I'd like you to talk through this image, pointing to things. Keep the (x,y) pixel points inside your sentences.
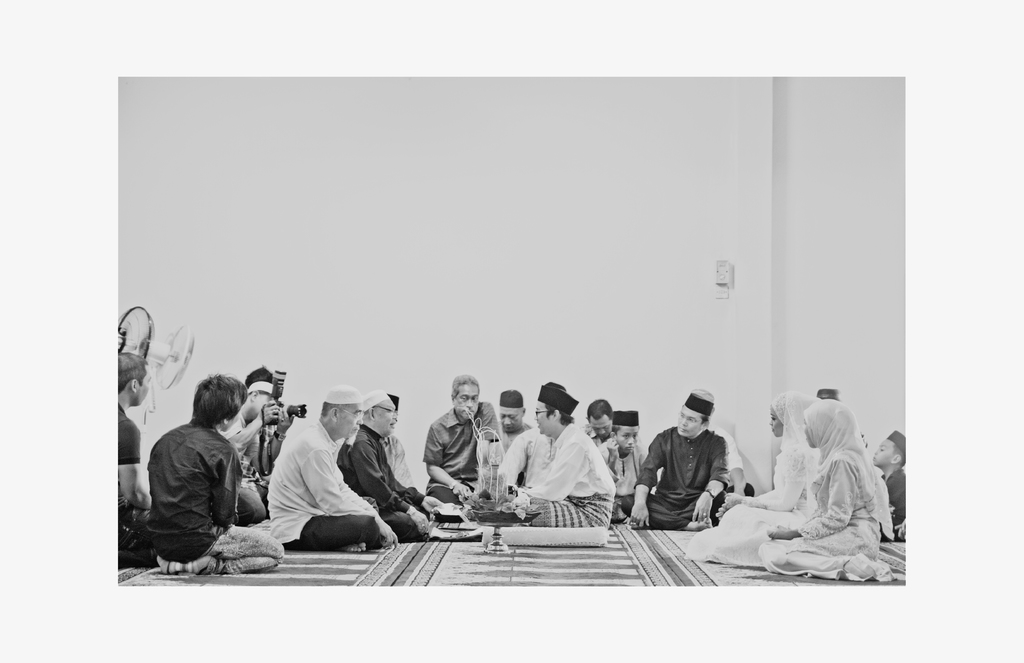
This image is a black and white image. This image is an edited image. In the background (627,270) there is a wall (708,260) and there is a table fan (180,351). In the middle of the image (467,386) a few people (361,449) are sitting on the floor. There is an object (498,481) on the floor (493,573) and a person (265,442) is holding a camera (280,407) in his hands (274,420) and clicking pictures. At the bottom of the image (389,573) there is a mat (426,578) on the floor (588,576).
